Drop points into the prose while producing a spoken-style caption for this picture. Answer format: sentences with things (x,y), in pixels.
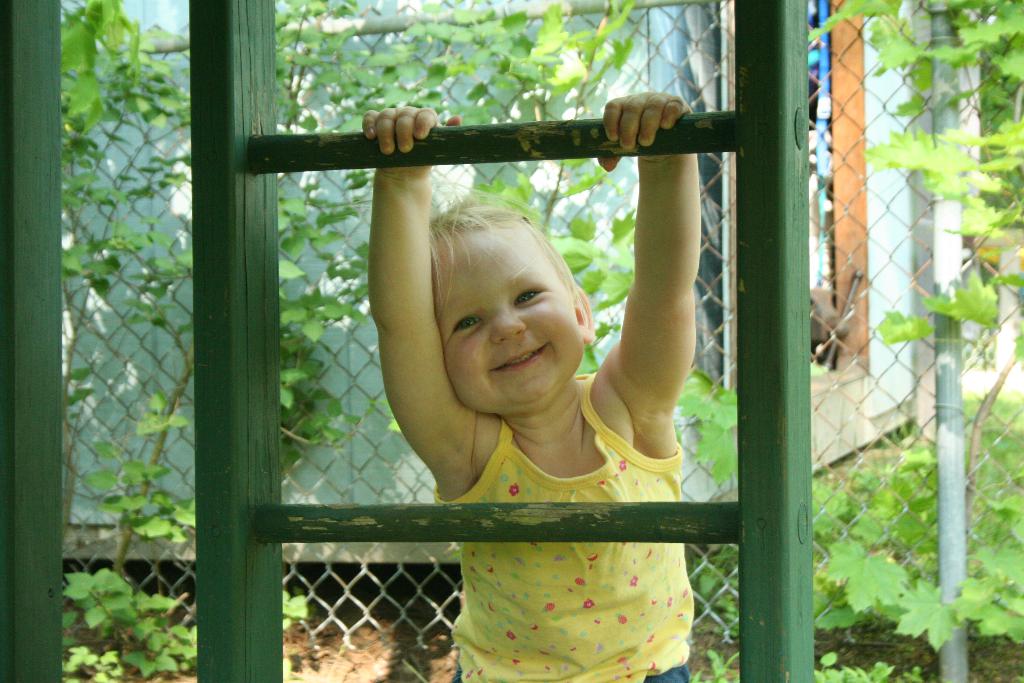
In the picture we can see a ladder (225,409) and a child (661,432) is holding a ladder rung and smiling, behind the child (647,430) we can see a fencing wall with some plants (898,318) and a house wall (888,278).
